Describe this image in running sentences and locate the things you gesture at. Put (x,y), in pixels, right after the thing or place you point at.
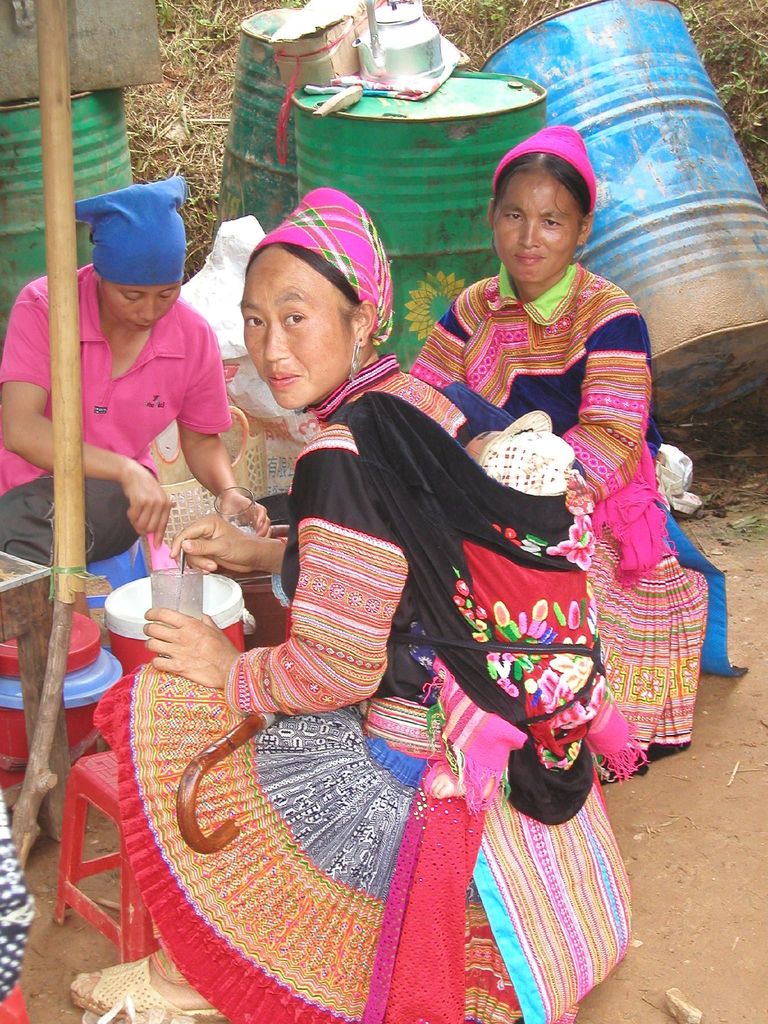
In this image we can see persons (210,360) sitting on the stools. In the background (196,62) there are bins (619,166), kettle (385,41) and grass (215,48).
